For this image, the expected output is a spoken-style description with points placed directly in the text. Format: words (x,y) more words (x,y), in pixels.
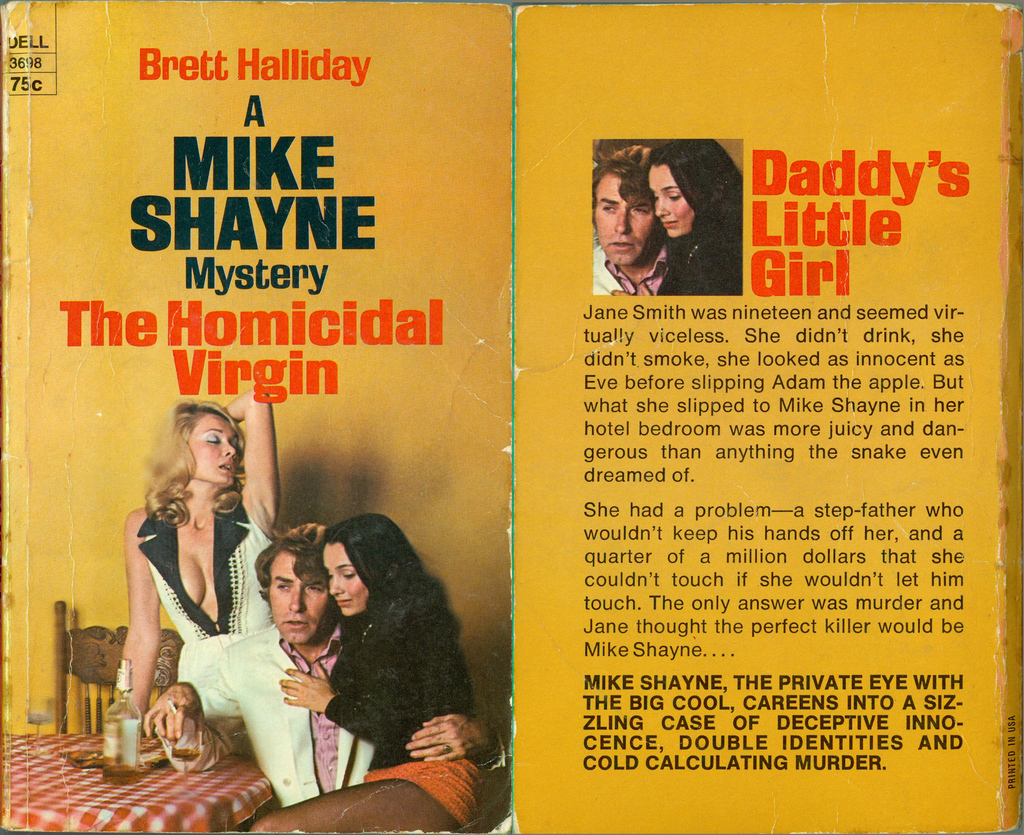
This is the picture of a book (456,456) on which some things (616,479) are written with black and red color and there are two images (330,591) on it.
